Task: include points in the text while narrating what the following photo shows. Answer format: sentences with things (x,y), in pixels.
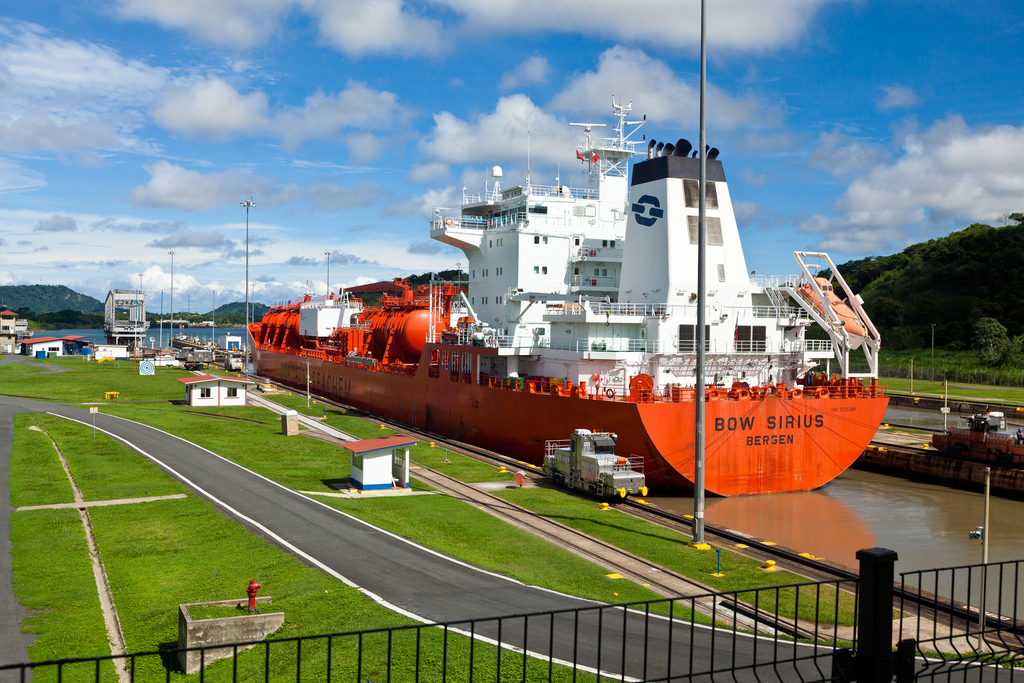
In the picture I can see a ship (565,376) and boats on the water (242,329). I can also see poles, fence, the grass (436,535), a road (325,548), trees (989,340) and some other objects (221,338). In the background (227,150) I can see hills (259,306) and the sky (251,231).
